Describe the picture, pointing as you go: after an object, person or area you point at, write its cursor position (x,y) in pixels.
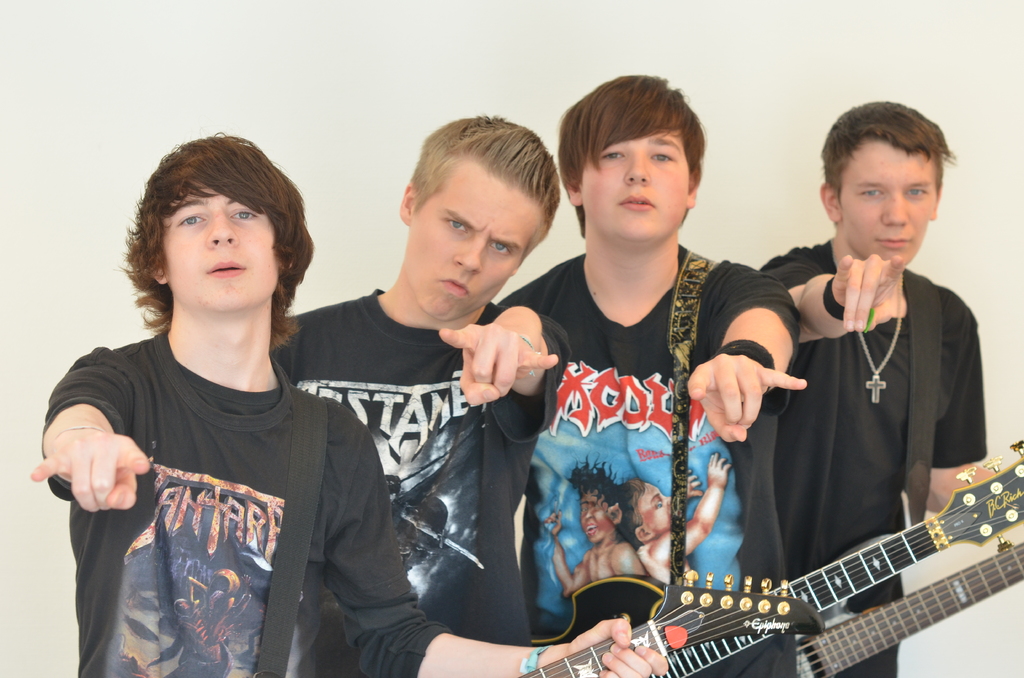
There are four boys (511,365) with the black t-shirt (361,443) are standing. All they are pointing at the camera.
